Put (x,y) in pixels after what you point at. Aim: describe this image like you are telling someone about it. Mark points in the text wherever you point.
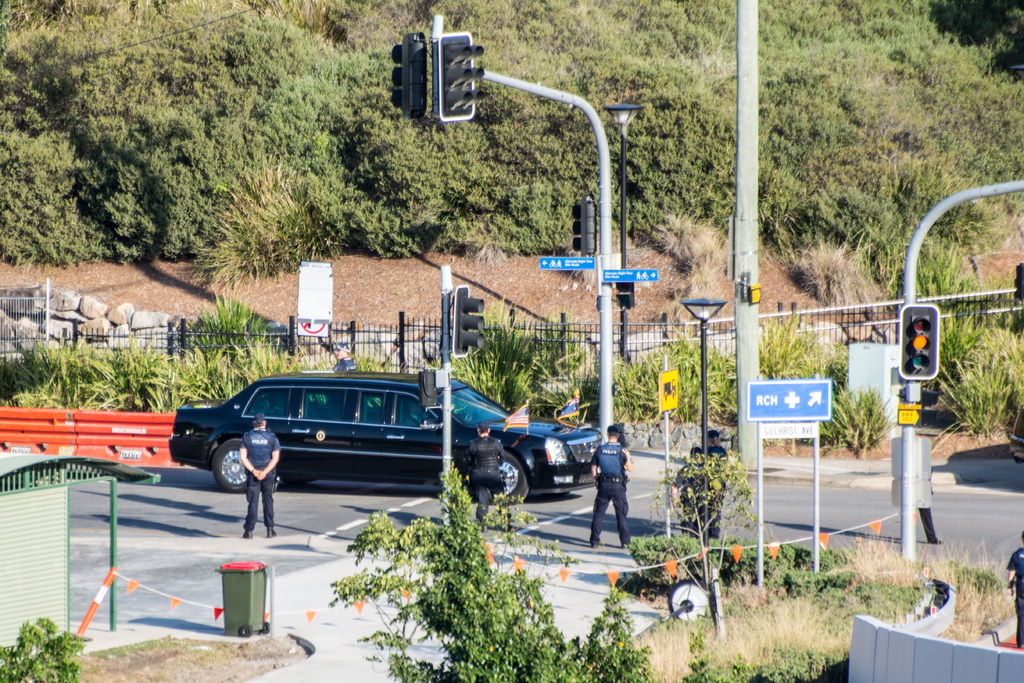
In the foreground of this image (472,611), there are trees (467,646), grass (793,646), a board (766,421), few poles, dustbin (259,581), bunting flags (769,546) and it seems like there is wall (934,663) at the bottom (982,661) and a shelter (42,552) on the left (35,517). In the middle (437,428), there are four people (598,476) standing on the road (557,511) and a vehicle (433,463) moving on it. In the background (488,356), there are plants (808,359), railing (668,339), stones (140,313) and trees (158,177).
